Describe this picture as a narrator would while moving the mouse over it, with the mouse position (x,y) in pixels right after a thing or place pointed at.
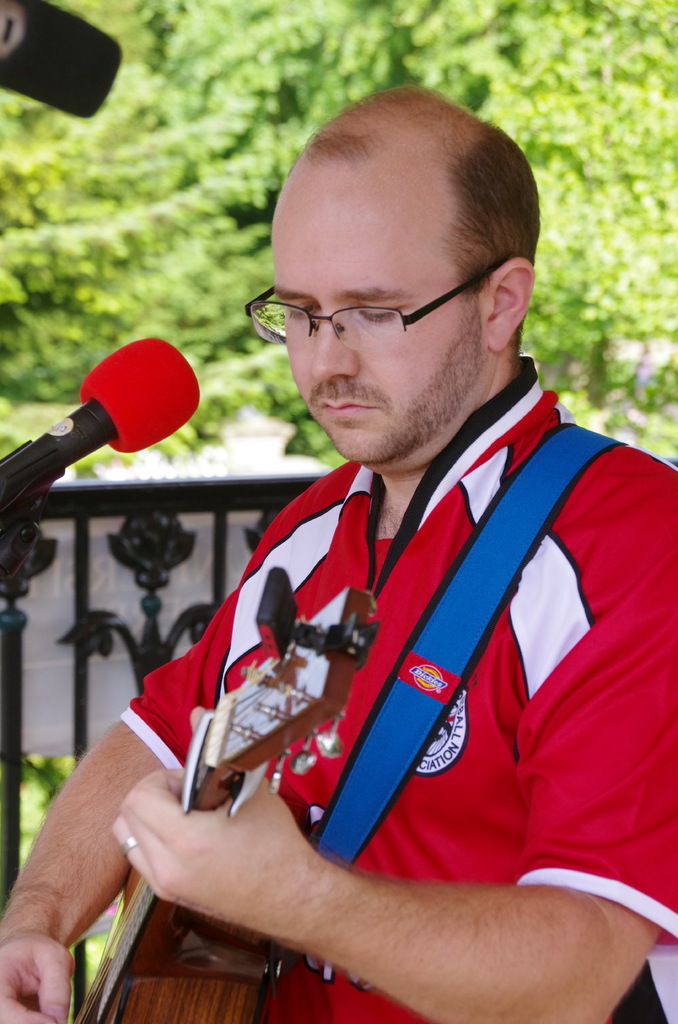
In this we can see a person (408,345) is standing and playing the guitar (322,650), and here is the micro phone (144,421), and at back (269,34) here are the trees (481,73).
